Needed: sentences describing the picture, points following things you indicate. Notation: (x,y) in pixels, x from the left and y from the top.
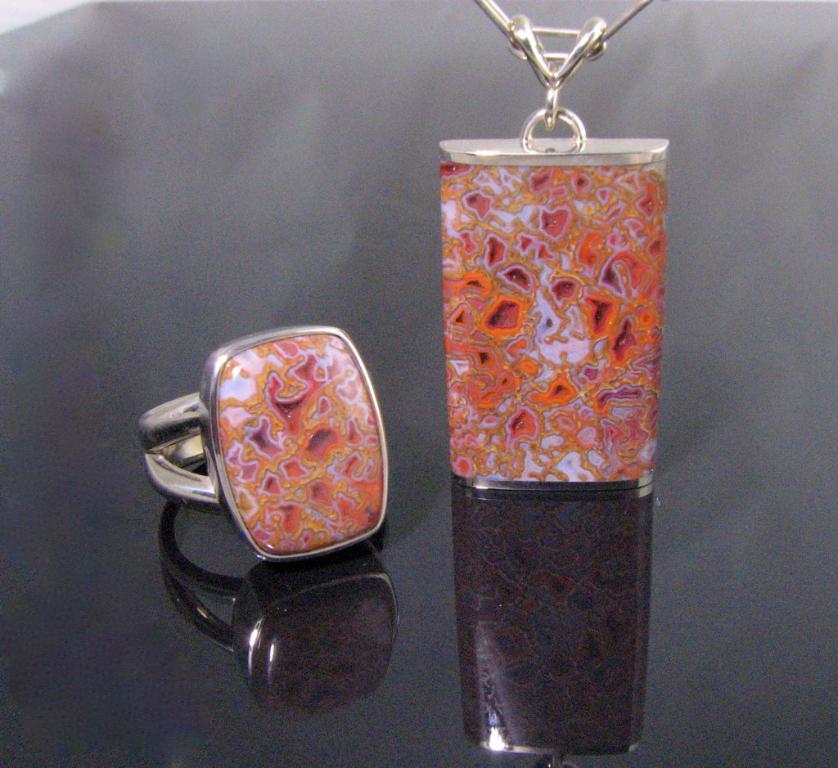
In this picture we can see a ring (328,483) and a locket (586,194) and these two are placed on a platform (106,237).
